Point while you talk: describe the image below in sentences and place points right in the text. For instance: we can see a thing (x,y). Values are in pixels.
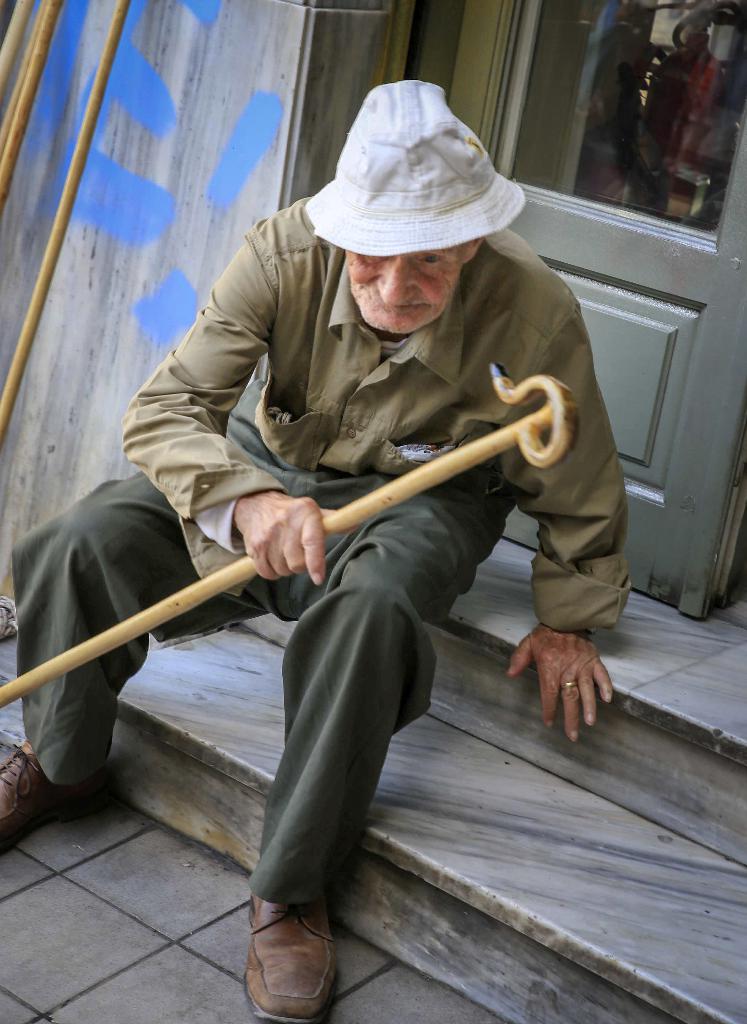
There is a person (312,316) wearing hat (331,223) is holding a walking stick (362,504) and sitting on the steps (504,677). In the back (623,344) there is a door (608,272) with a glass panel (623,117). Also there is a wall (49,103) and sticks (104,65).
